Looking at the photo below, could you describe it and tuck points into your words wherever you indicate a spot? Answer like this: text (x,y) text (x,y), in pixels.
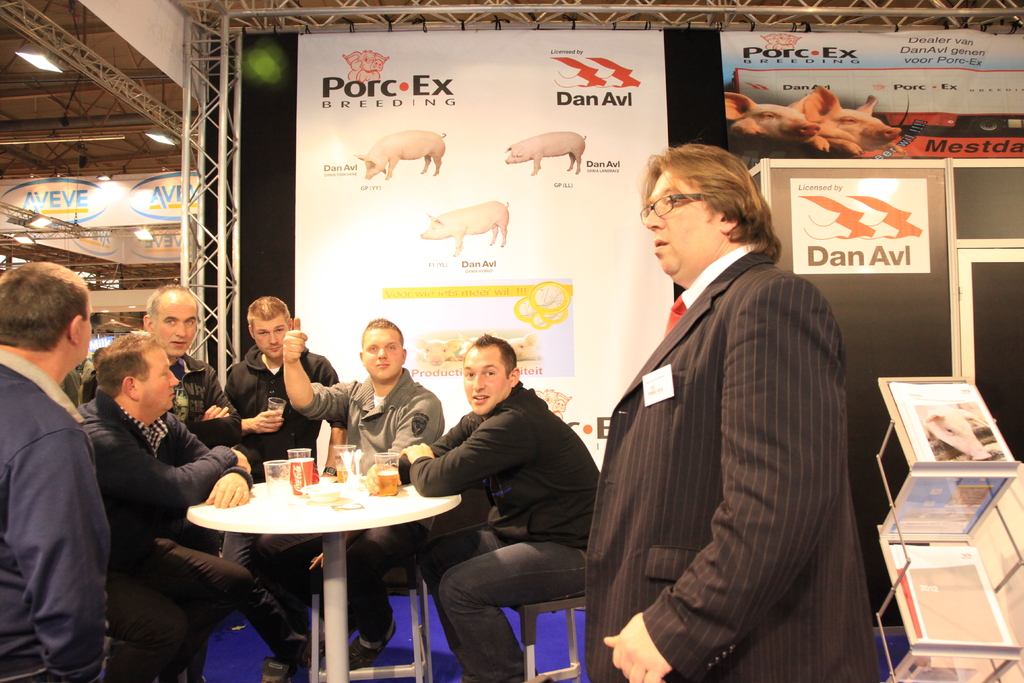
In this image there are some peoples (115,372) sitting on the chairs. There is a table (323,515) on which some glasses (343,470) are kept and some food items (329,499) are there and a man (706,541) standing who is wearing a black coat (736,372) and there is a rack (928,641) on which some books (936,484) are kept and in the background (735,55) there is wall (345,66) on which some posters (381,147) are pasted.
